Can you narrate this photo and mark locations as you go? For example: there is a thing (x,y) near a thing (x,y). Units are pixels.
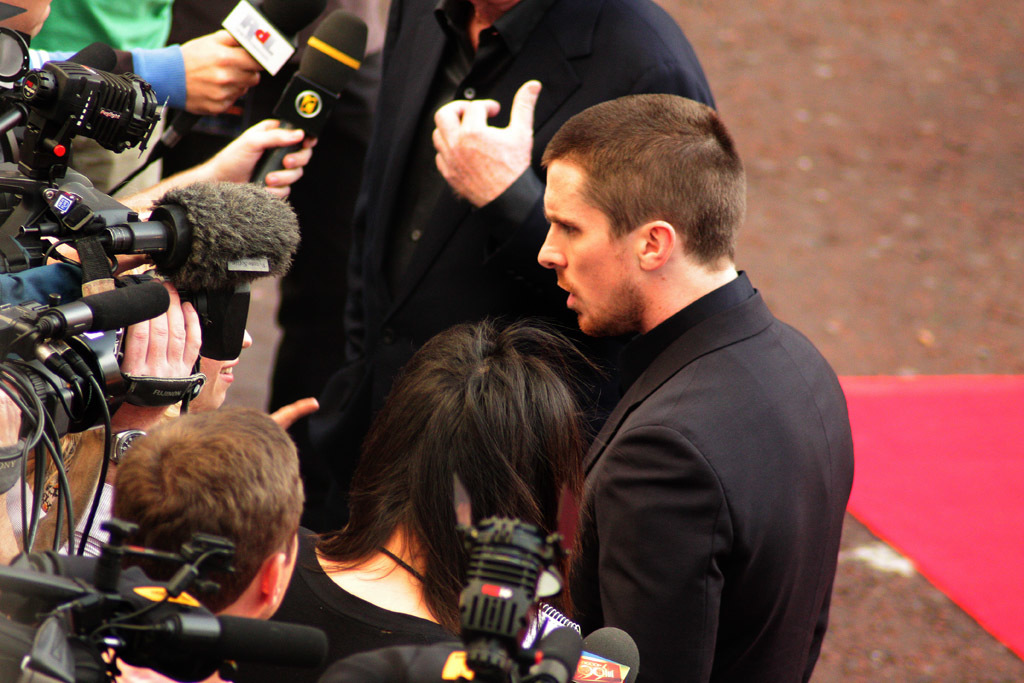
In this picture we can see four persons (467,355) and in front of them there are persons (222,159) holding mic (301,111) with their hands (249,130) and pointing at these persons (621,211) and in the background (805,198) we can see some cloth (1004,467), land (869,241).
